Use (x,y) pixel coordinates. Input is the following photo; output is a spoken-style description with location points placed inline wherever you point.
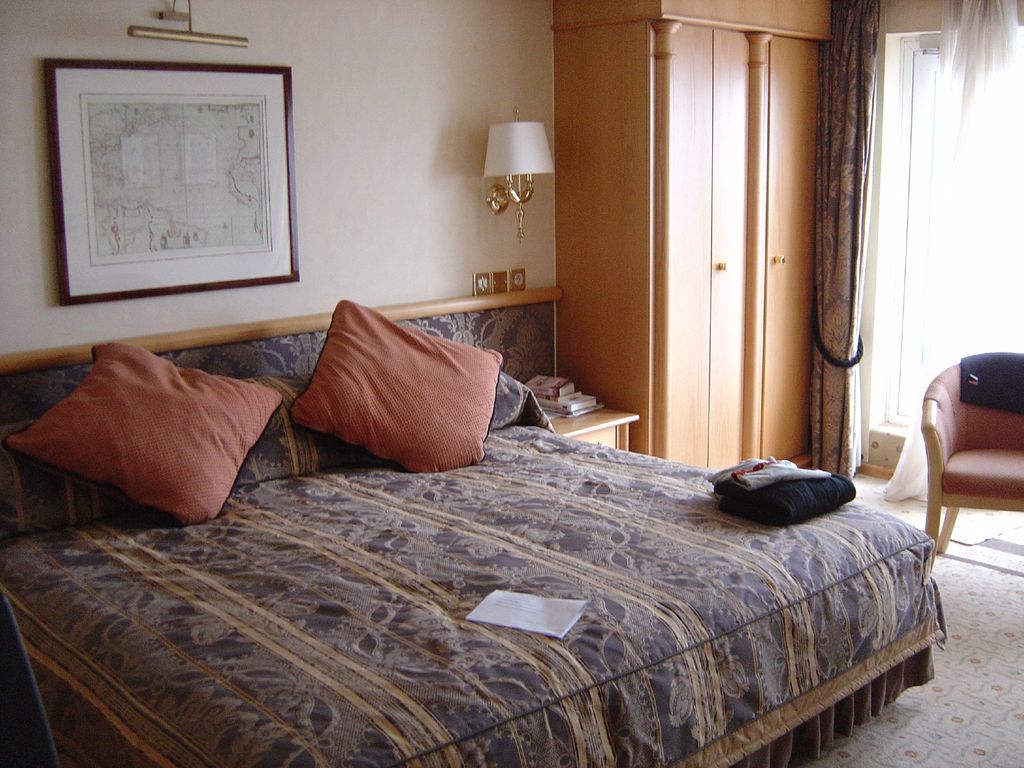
The image is inside the room (720,373). In the room (742,438) there is a bed (646,492) on bed (394,502) we can see pillows (390,427), paper (541,627), clothes (739,489). On right side of the bed (402,580) we can see a chair (987,419), shelf (779,373), curtain (841,301), windows (896,396), books (570,391) on table (567,424). In background (456,281) there is a wall (376,163), frame (286,182), lamp (499,151).
